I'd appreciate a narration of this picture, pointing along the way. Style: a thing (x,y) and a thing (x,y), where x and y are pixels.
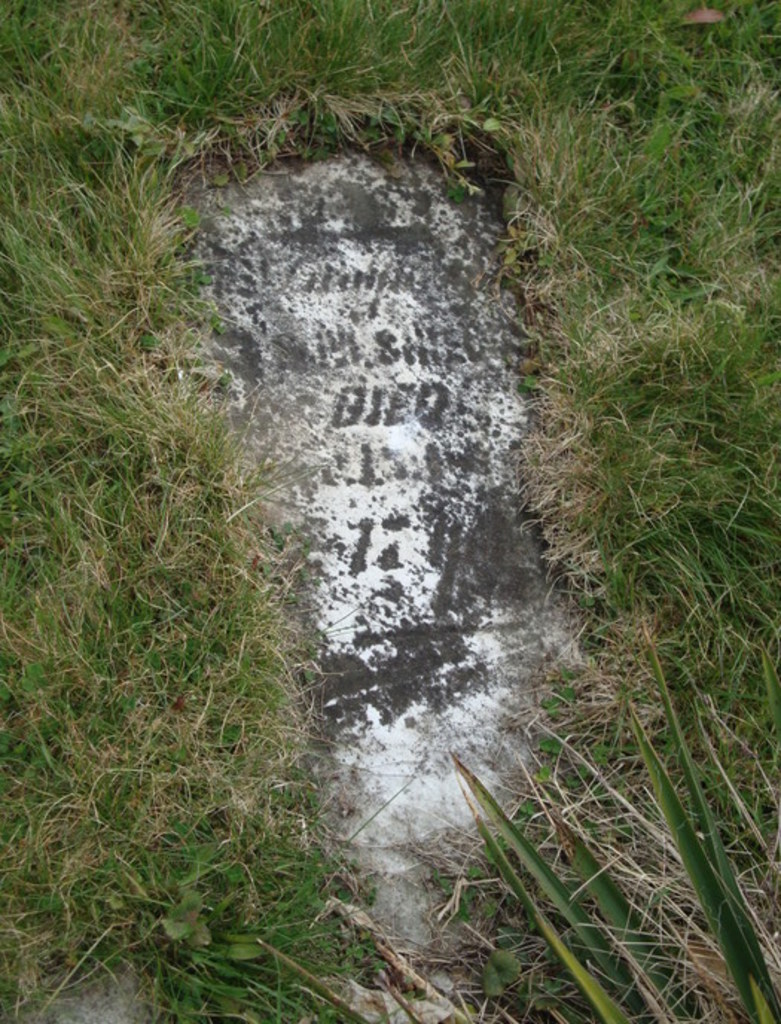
In this image we can see a tomb (405,454) around the grass (656,327).
